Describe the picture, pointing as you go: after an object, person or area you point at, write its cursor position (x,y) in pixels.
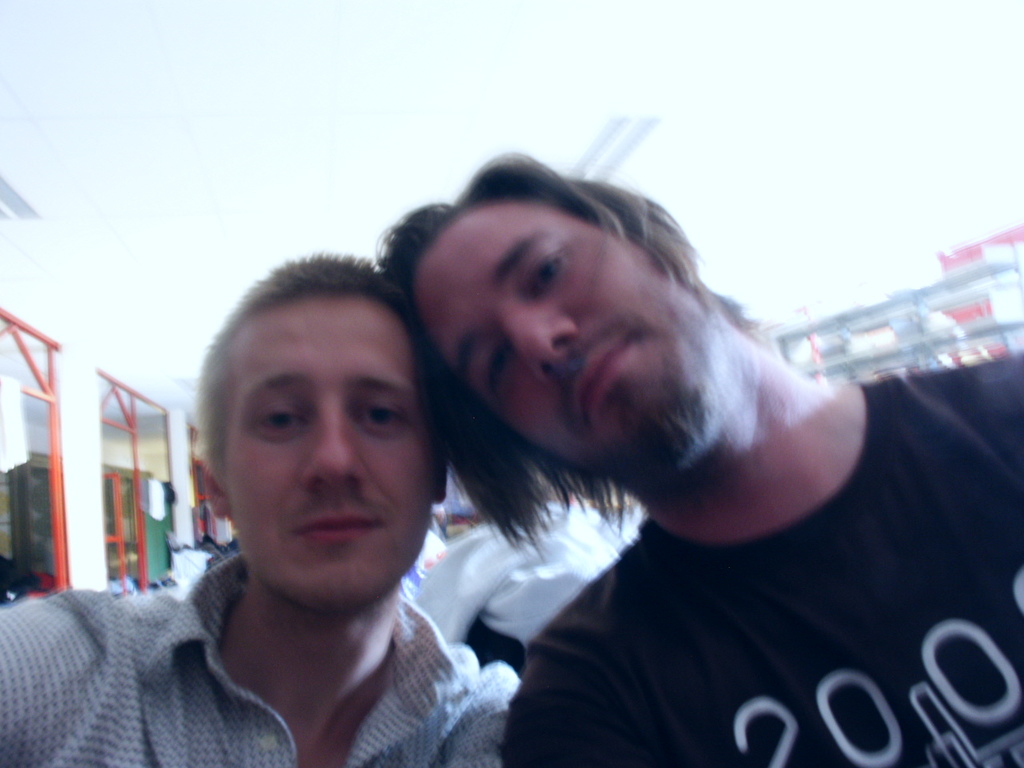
In the foreground of the picture (401,602) we can see two persons (566,627). At the top (504,82) it is ceiling (329,85). On the left (112,478) there are windows (115,481). On the right (882,327) there are rack like objects (849,348). In the middle of the picture (443,505) we can see objects (488,577) which are not clear.
